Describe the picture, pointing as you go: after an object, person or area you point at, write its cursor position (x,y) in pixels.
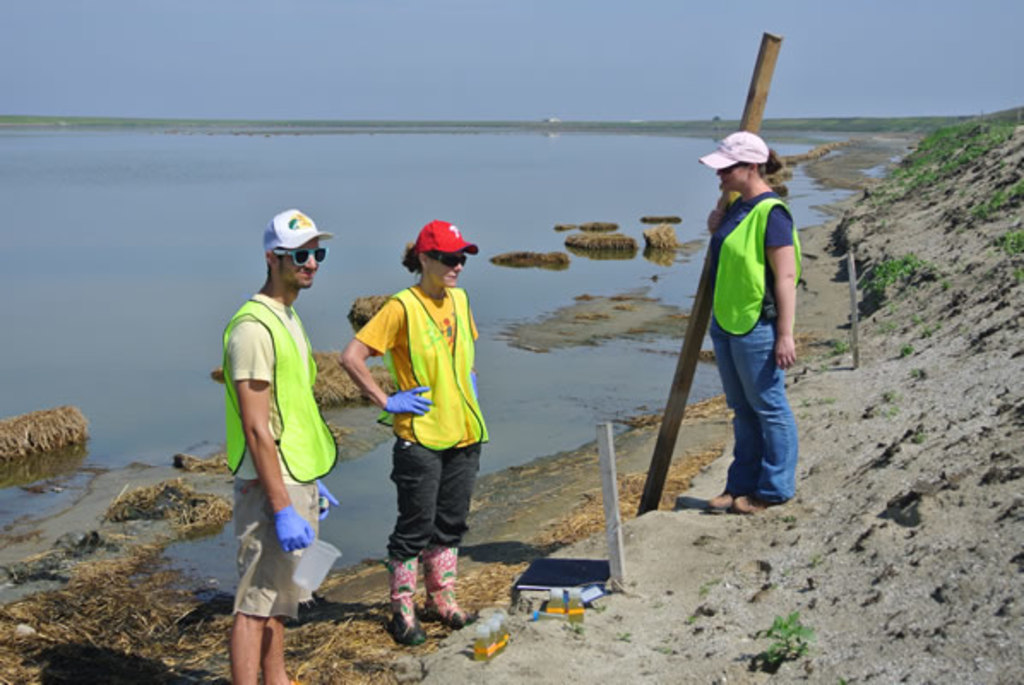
In this picture we can see there are three people (754,410) standing and a woman (717,335) is holding an object (697,351). Behind the people (453,297) there is a lake (440,161) and the sky (290,28). On the right side of the image (952,139) there are plants (931,139) and some objects (556,600).
